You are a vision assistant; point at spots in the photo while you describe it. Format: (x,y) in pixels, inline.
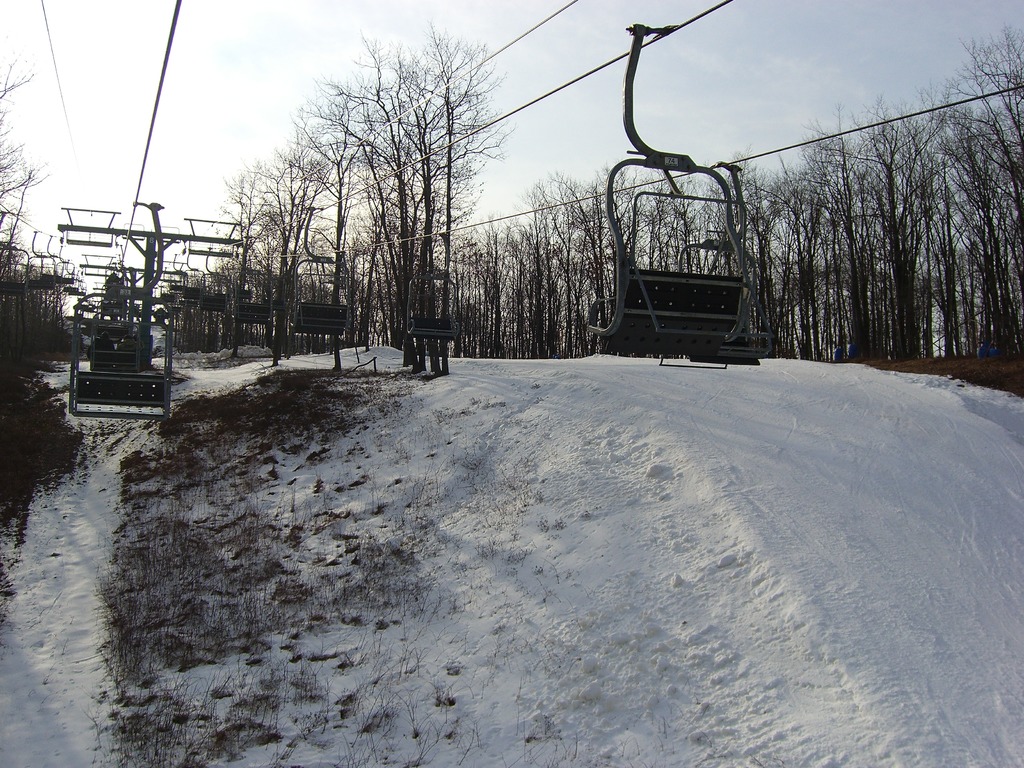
In this image we can see some trees (406,262), snow (395,429), grass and the ropeways (631,128), also we can see the sky (656,99).
